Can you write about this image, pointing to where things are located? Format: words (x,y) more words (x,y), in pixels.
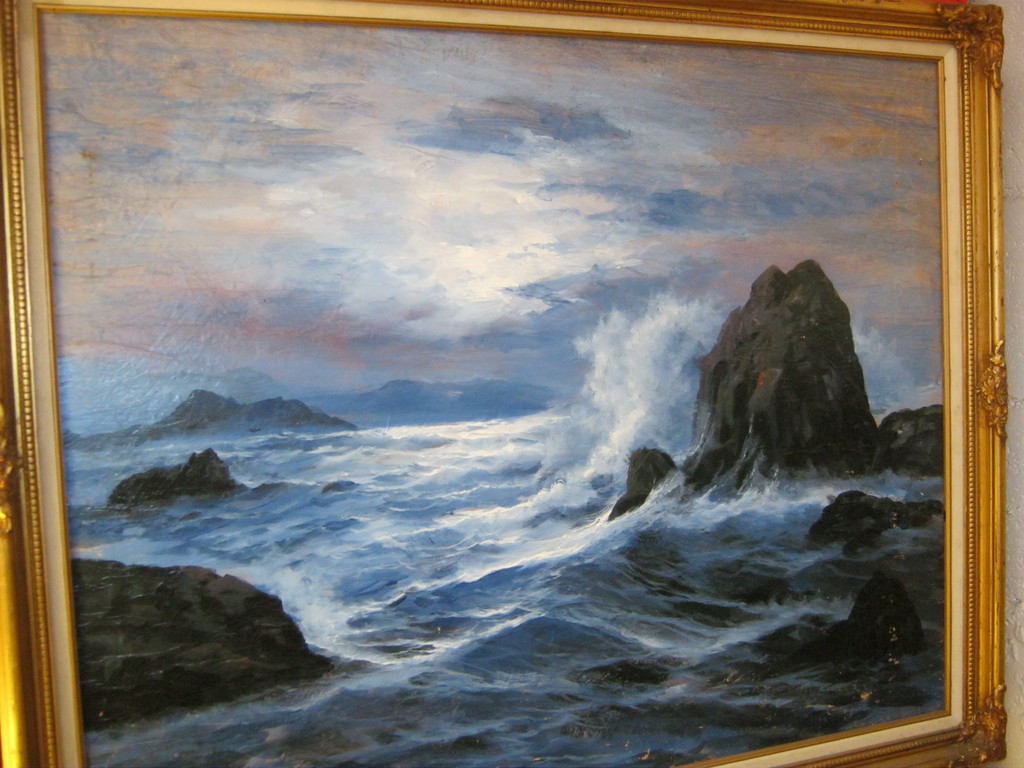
This image consists of a frame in which I can see water (462,594), rocks (791,423) and sky (283,206).
